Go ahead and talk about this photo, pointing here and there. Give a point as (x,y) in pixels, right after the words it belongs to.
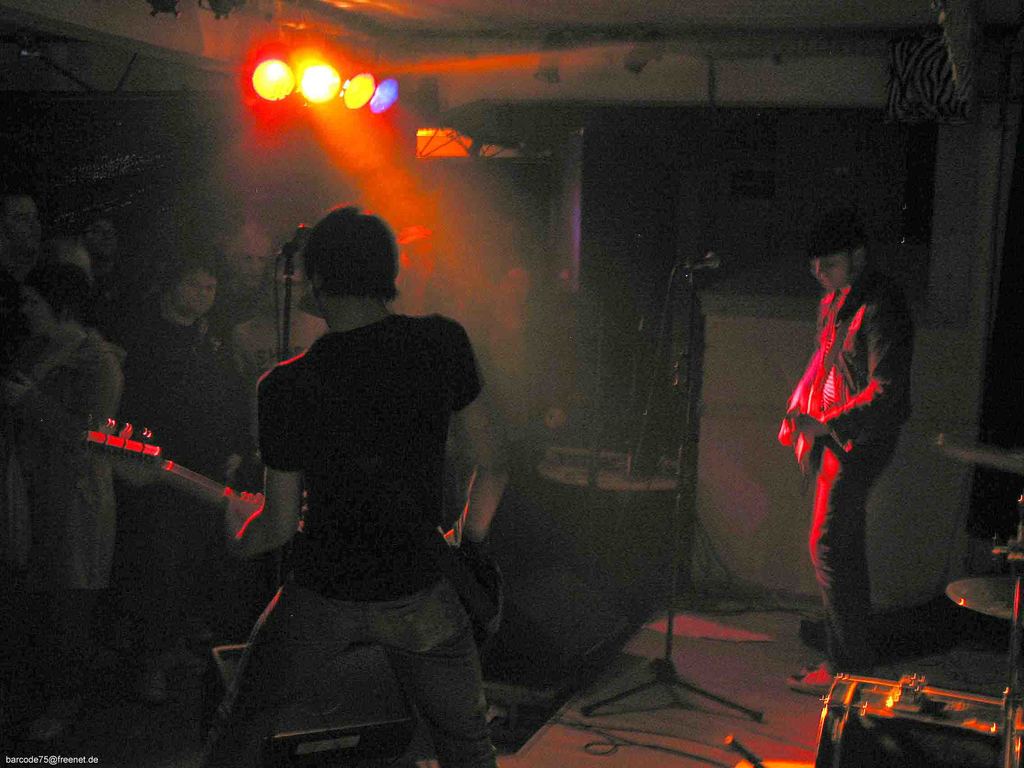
This is an image clicked in the dark. On the right side (692,657) there is a stage (658,721) and two persons (363,618) are standing on the stage (655,729) and playing the guitar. Along with these persons (292,395) there is a mike stand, wires (687,756) and some other musical instruments (915,680). In the background (44,281), I can see a crowd of people (142,348) standing and looking at these persons (286,379). At the top (304,94) there are few lights (281,100). In the background (778,261) there is a wall (611,75).
